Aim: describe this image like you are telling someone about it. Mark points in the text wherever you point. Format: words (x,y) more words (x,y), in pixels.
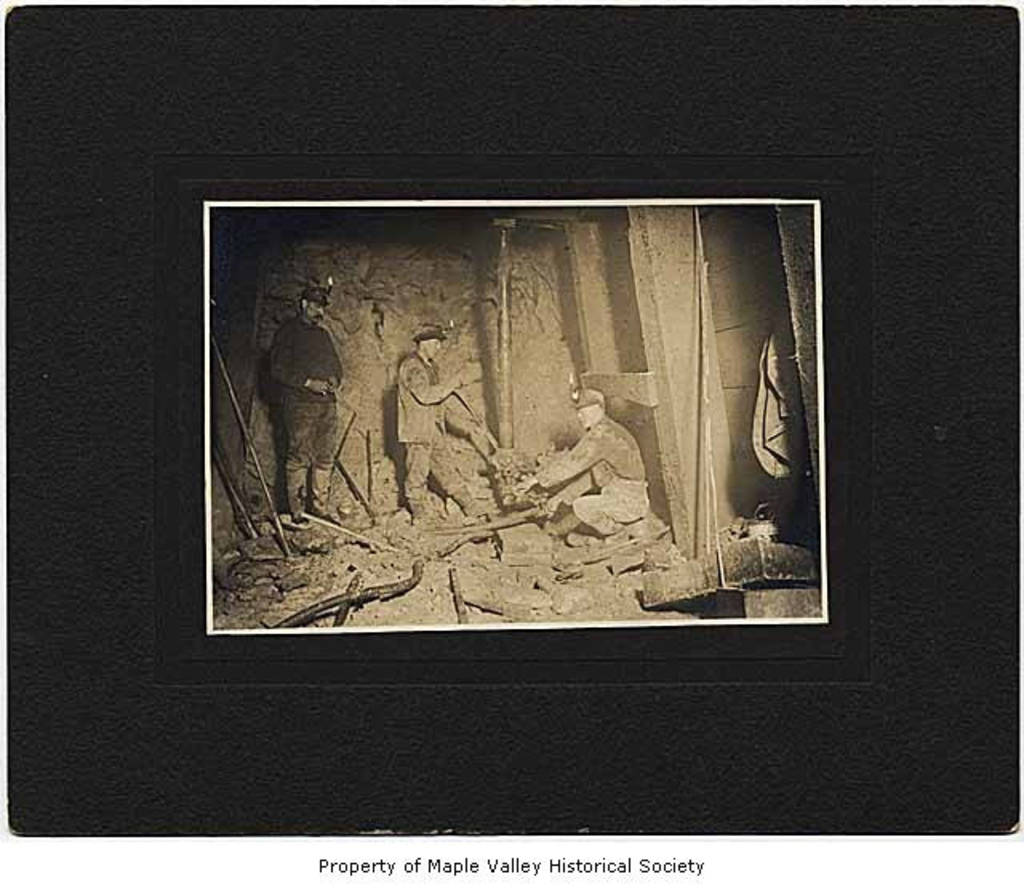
In this image we can see a photograph (524,268), in the photograph (346,567) we can see a few people (326,339) among them one person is sitting and there are some poles (505,428), stones (330,561) and other objects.
